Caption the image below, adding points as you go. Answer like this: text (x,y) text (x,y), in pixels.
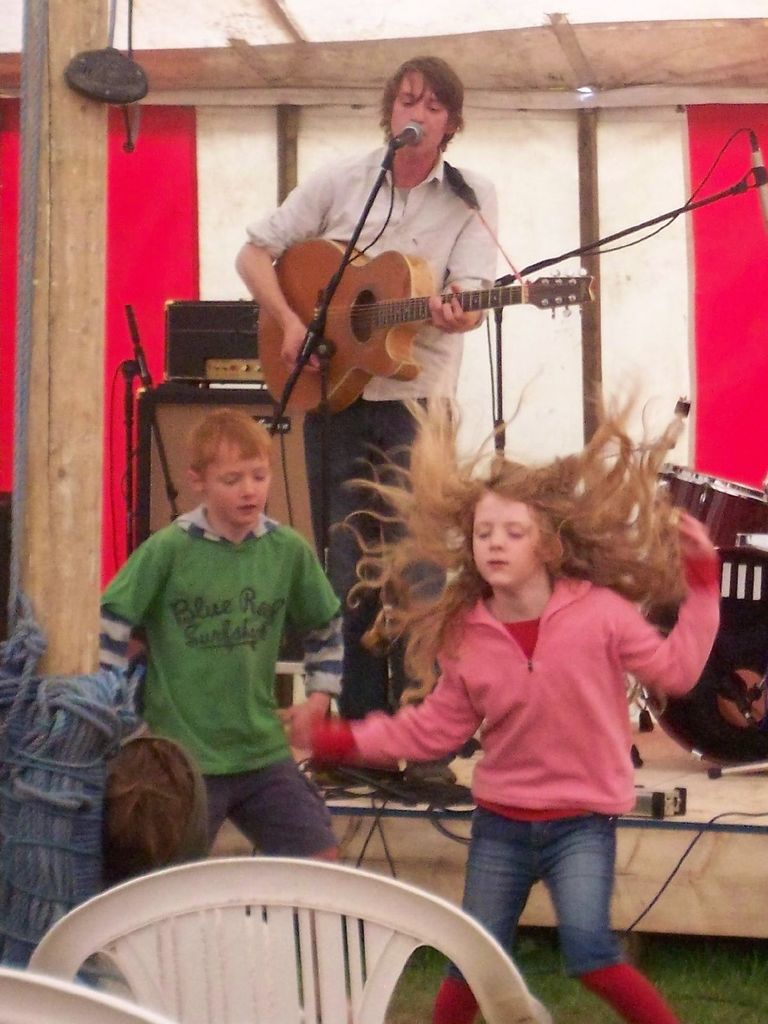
here in this picture we can see a person (447,261) standing on the stage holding a guitar (416,289) with a microphone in front of him, here we can also see a children (380,593) dancing, here we can see the chairs (235,989), here we can also see different musical instruments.
